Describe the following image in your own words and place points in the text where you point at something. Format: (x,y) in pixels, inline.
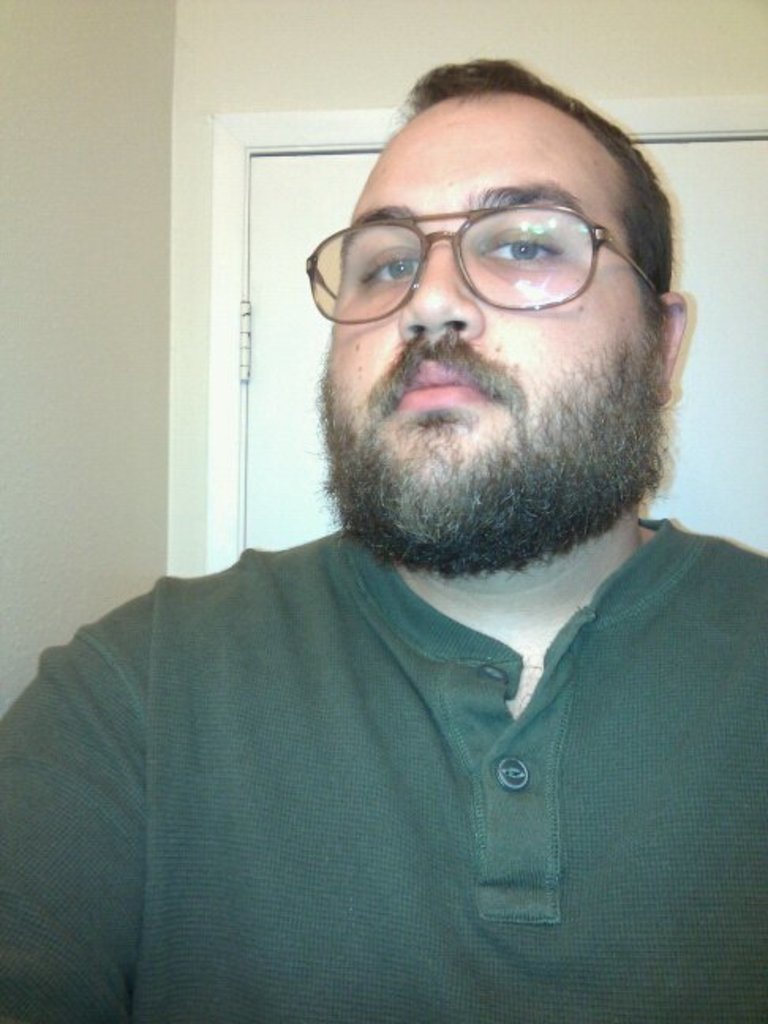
In this picture there is a man (596,905) in the center of the image (350,365) and there is a door (319,178) behind him.
